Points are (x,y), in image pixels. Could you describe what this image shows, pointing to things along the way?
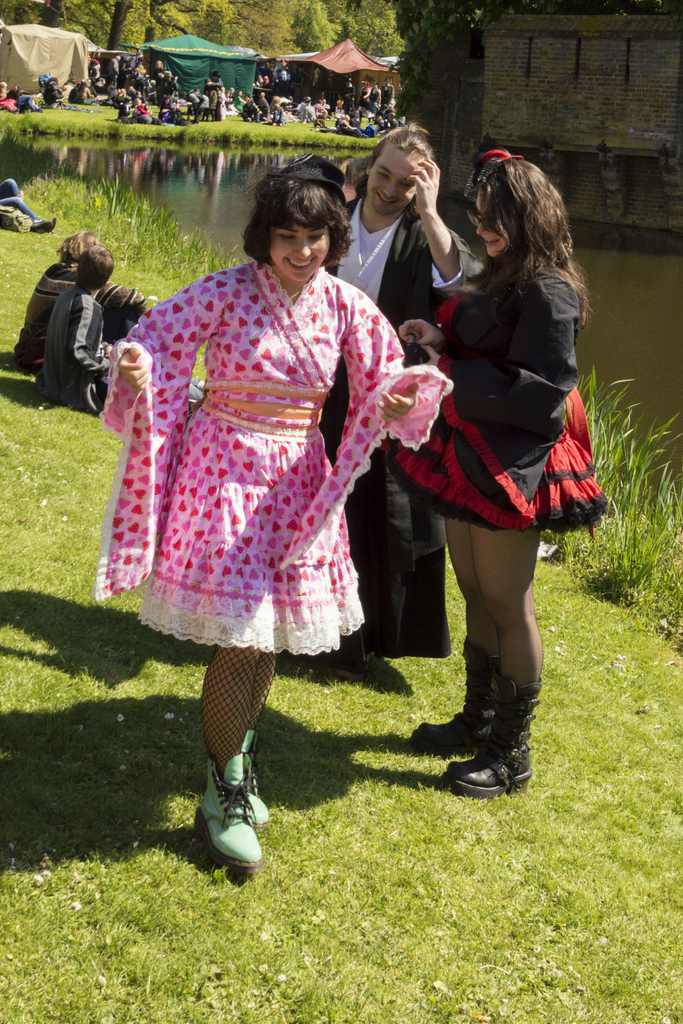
In this picture I can see a woman (350,447) in the middle (232,656), she is smiling, beside her there are two persons (364,522), on the right side (607,343) I can see the water (617,365) and the wall (458,160). In the background (168,106) there are people (250,106) and also I can see few tents (221,65) and trees (247,8).
